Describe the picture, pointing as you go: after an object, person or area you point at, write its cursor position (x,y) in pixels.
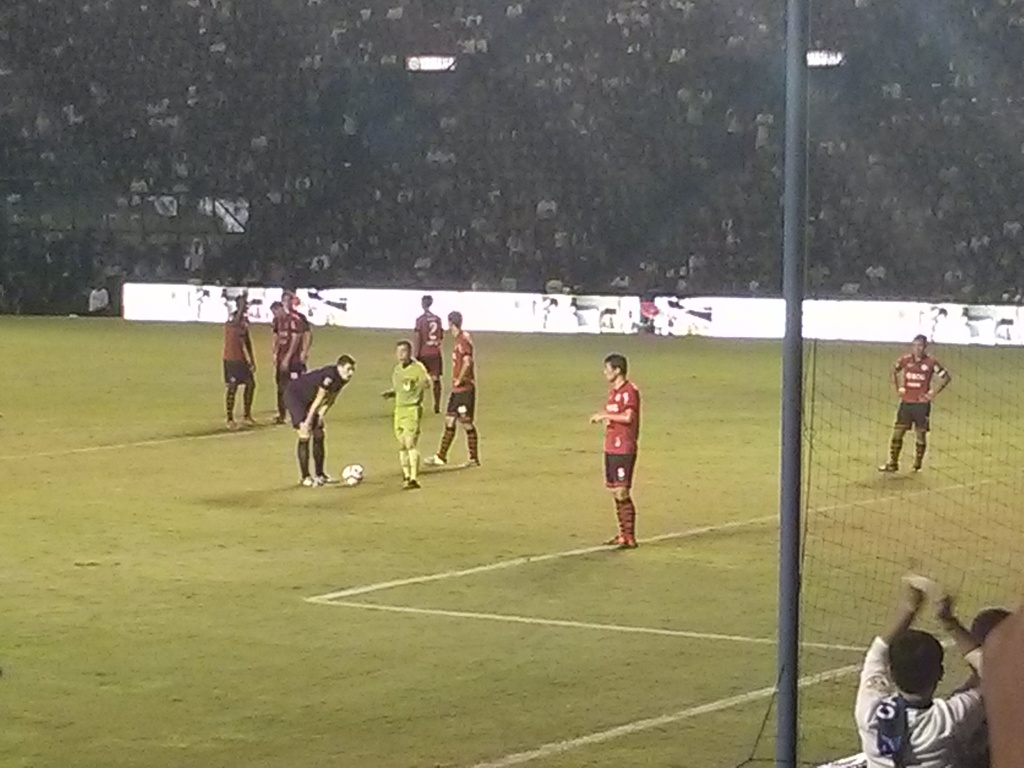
In this image there are a few players (311,385) standing on the field (447,409) with a football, behind them there is a boundary (415,320) with banners (459,299) on it, behind the boundary (396,313) there are a few spectators (411,189) in the stands (731,120), on the right of the image (791,392) there is a metal rod (790,398) with a mesh (900,371), in front of the metal rod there are a few spectators (917,679).
